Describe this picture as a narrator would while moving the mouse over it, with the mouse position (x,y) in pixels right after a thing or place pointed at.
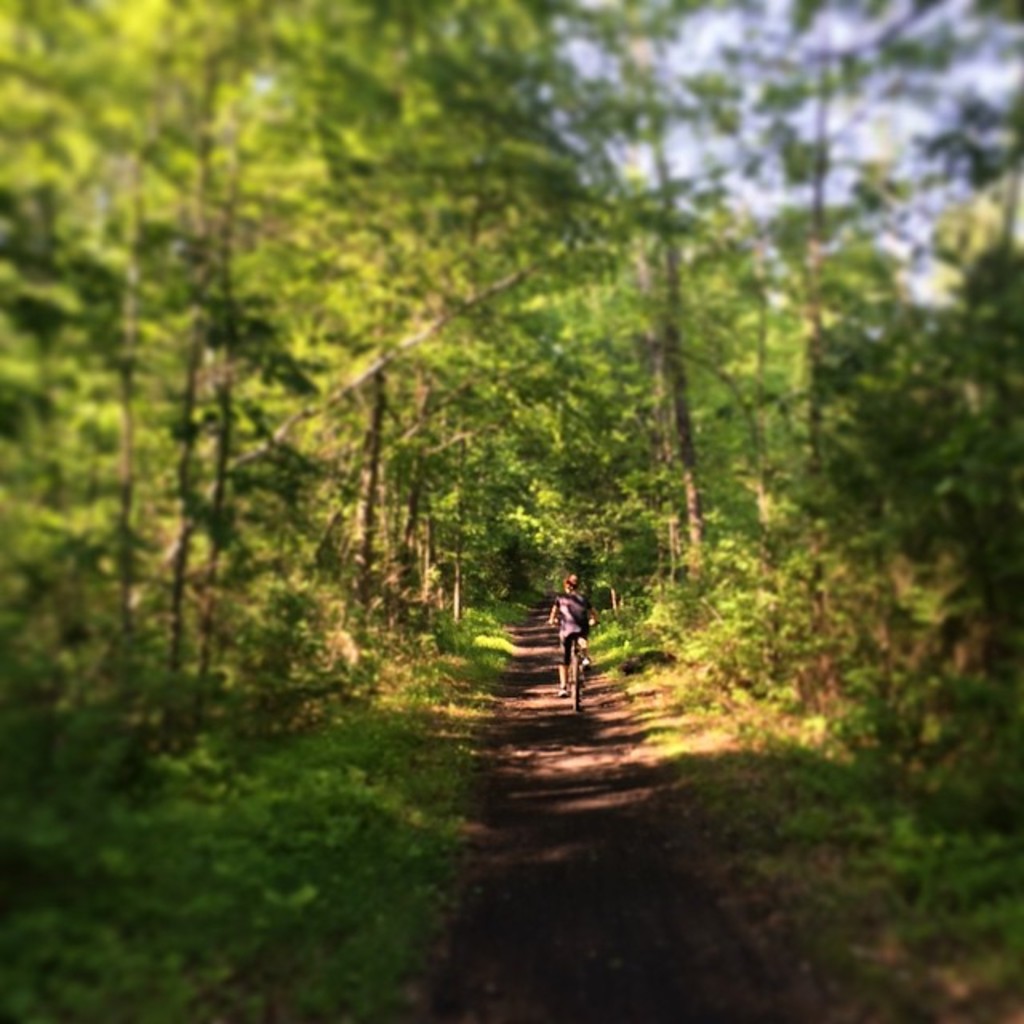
In the picture a person (561,679) is riding cycle (578,705) on a path (534,711) in between the grass (60,933) and trees (551,199).
